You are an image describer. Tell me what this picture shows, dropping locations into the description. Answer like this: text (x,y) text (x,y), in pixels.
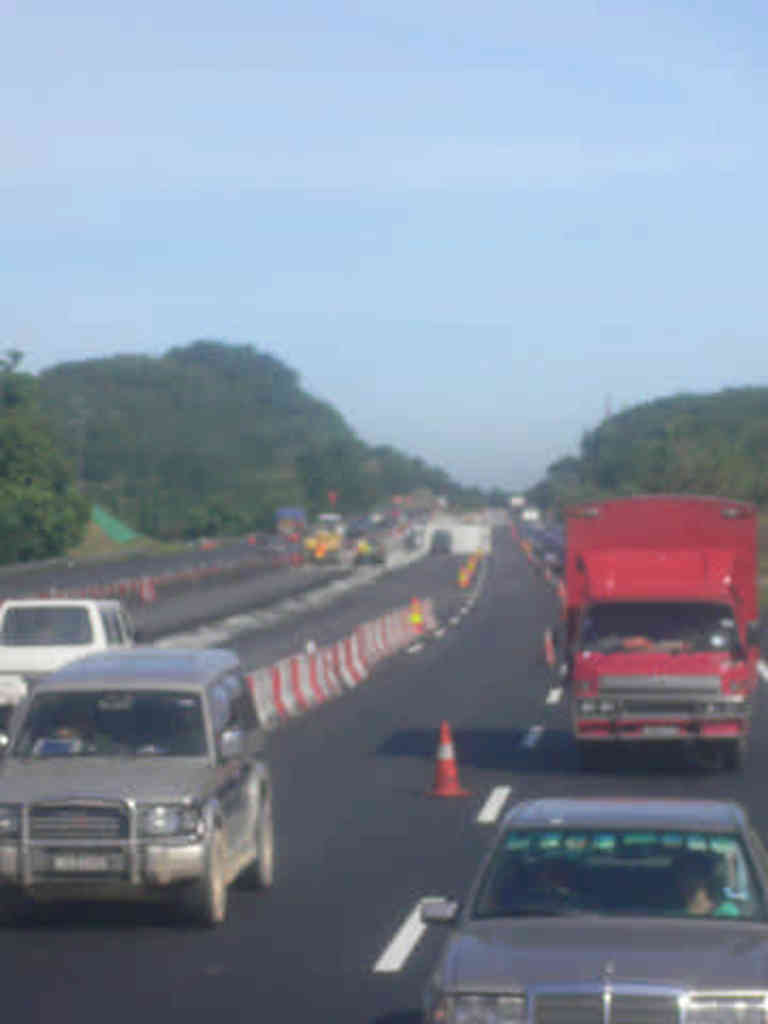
In the image there is a road (410,677), on the road (431,695) there are traffic cones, dividers (278,696) and vehicles (317,549). Around the road (278,813) there are trees (284,393) and hills (173,379).
